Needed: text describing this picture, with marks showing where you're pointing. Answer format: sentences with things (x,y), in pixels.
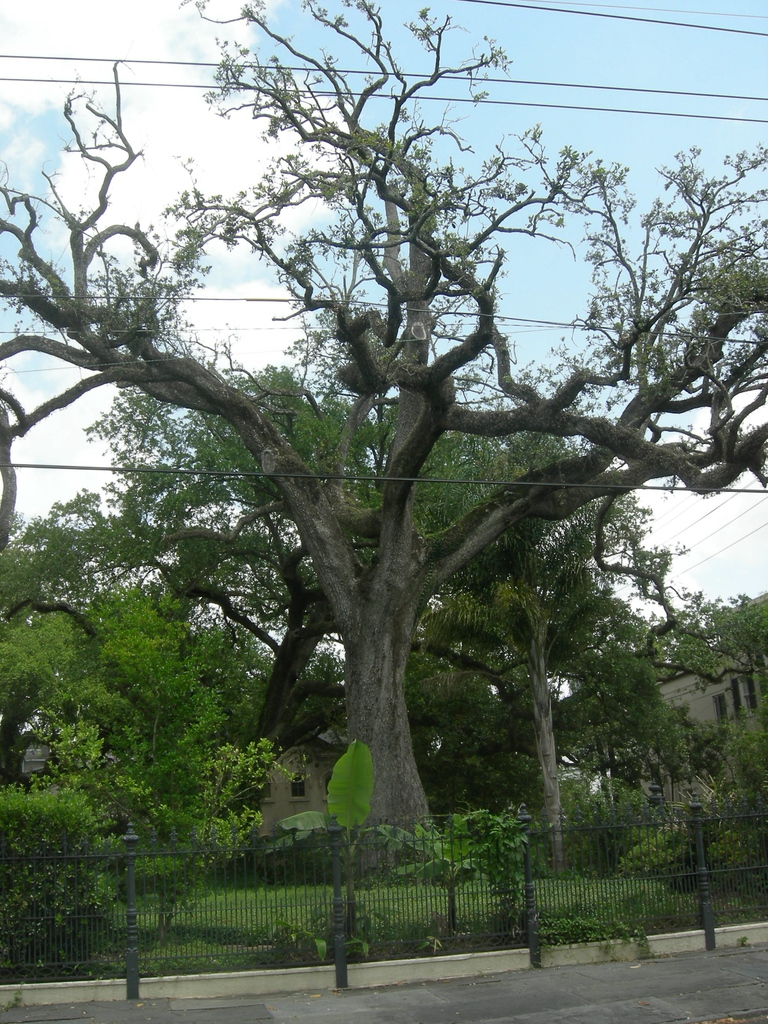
This is the picture of a road (722,993). In this picture there are buildings (704,693) behind the trees (145,702). At the bottom (360,927) there is a railing (701,911) beside the road (421,1014). At the top (471,78) there is sky (443,150) and there are clouds (208,247) and wires (434,97). At the bottom (551,1002) there is a road (551,984).
